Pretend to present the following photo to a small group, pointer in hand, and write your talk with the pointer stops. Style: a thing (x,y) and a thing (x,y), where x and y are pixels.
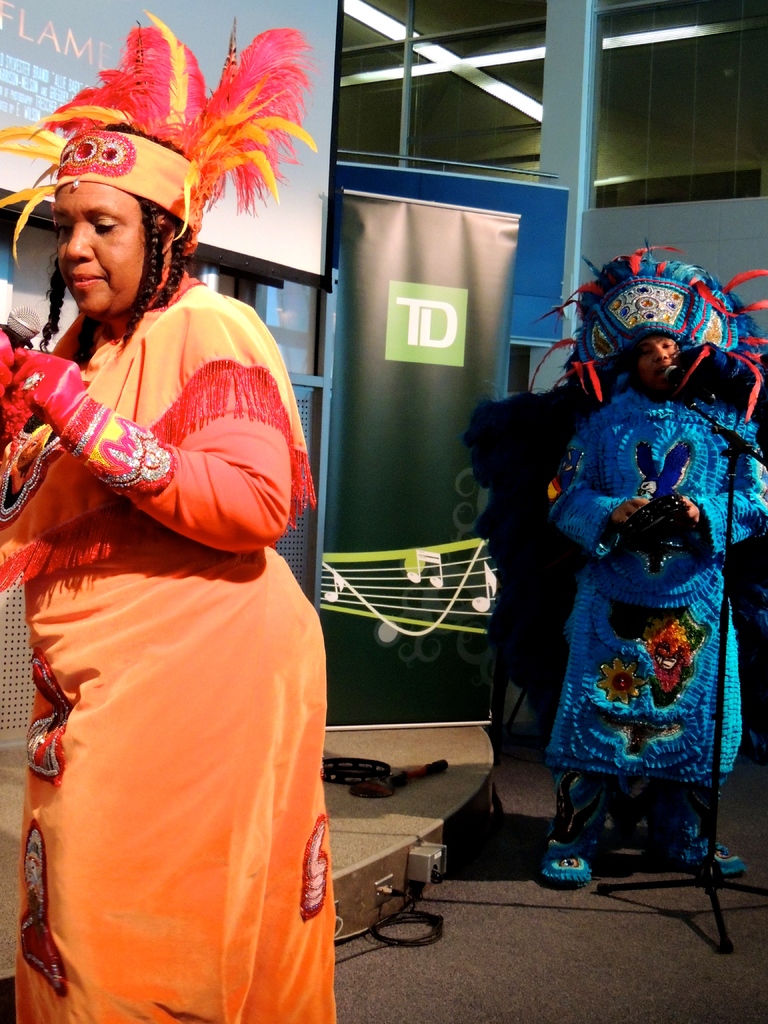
In this there is a woman (121,350) who is wearing orange dress (238,405) and holding a mic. On the right (517,534) there is another woman (716,461) who is wearing blue dress (649,721) and she is standing in front of the mic (679,383). Beside that I can see the banner (440,523) and wall (520,345). In the top left corner (201,29) I can see the projector screen (255,15). In the top right (711,53) I can see the ceiling (516,117) of the building (668,115). At the bottom (388,927) I can see many cables (517,905) and wires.
